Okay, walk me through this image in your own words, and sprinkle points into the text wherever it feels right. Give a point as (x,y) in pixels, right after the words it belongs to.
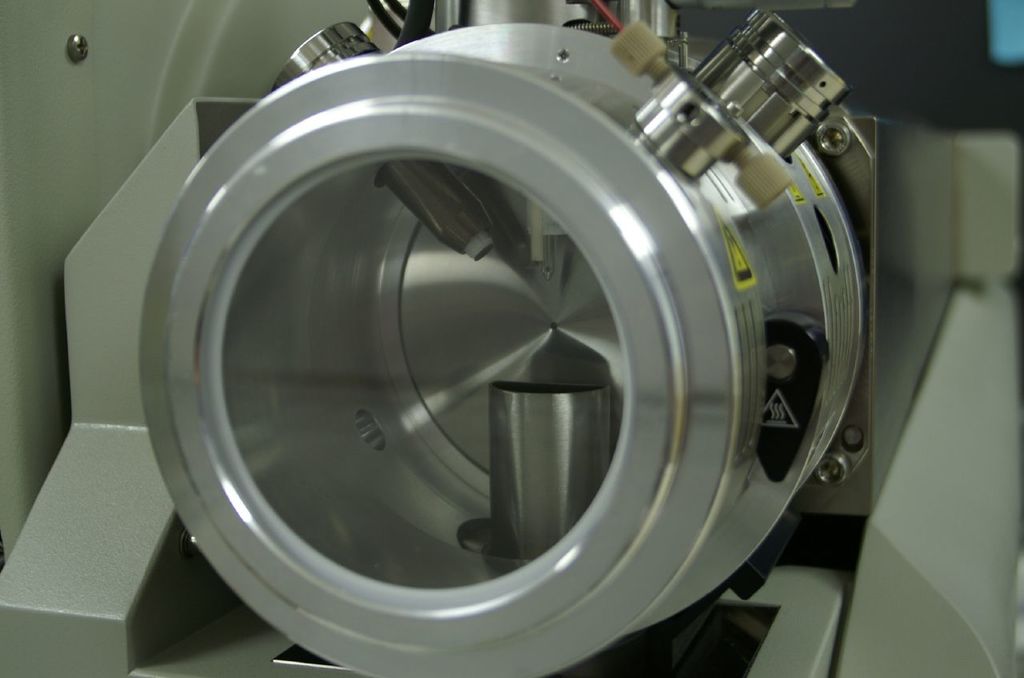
In this image there is an object (699,167) that looks like a machine (481,372). And there are objects (928,174) in the background (966,154).
